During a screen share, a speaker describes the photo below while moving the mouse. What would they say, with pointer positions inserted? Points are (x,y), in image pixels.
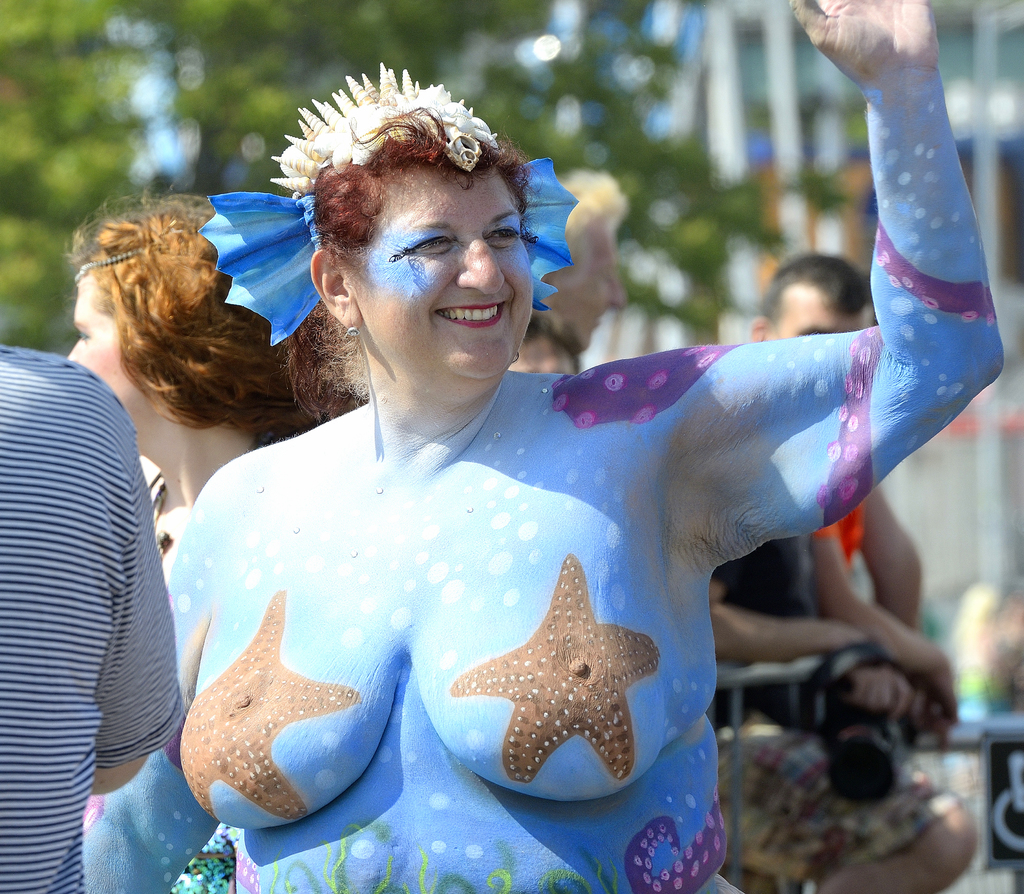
In this image, I can see a woman (479,816) with a painting (411,806) on her body (409,598) and few people (79,396) standing. Behind the people (333,421), I can see a tree (350,64) and the blurred background (741,51).
